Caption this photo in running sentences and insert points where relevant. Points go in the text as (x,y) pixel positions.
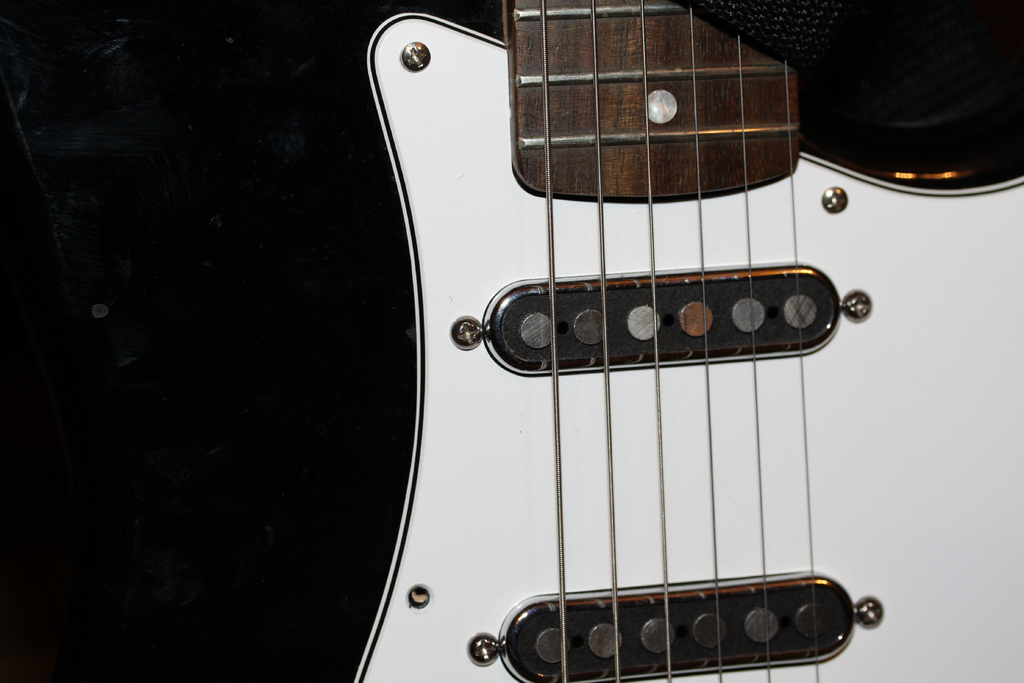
This is a guitar (693,353).
